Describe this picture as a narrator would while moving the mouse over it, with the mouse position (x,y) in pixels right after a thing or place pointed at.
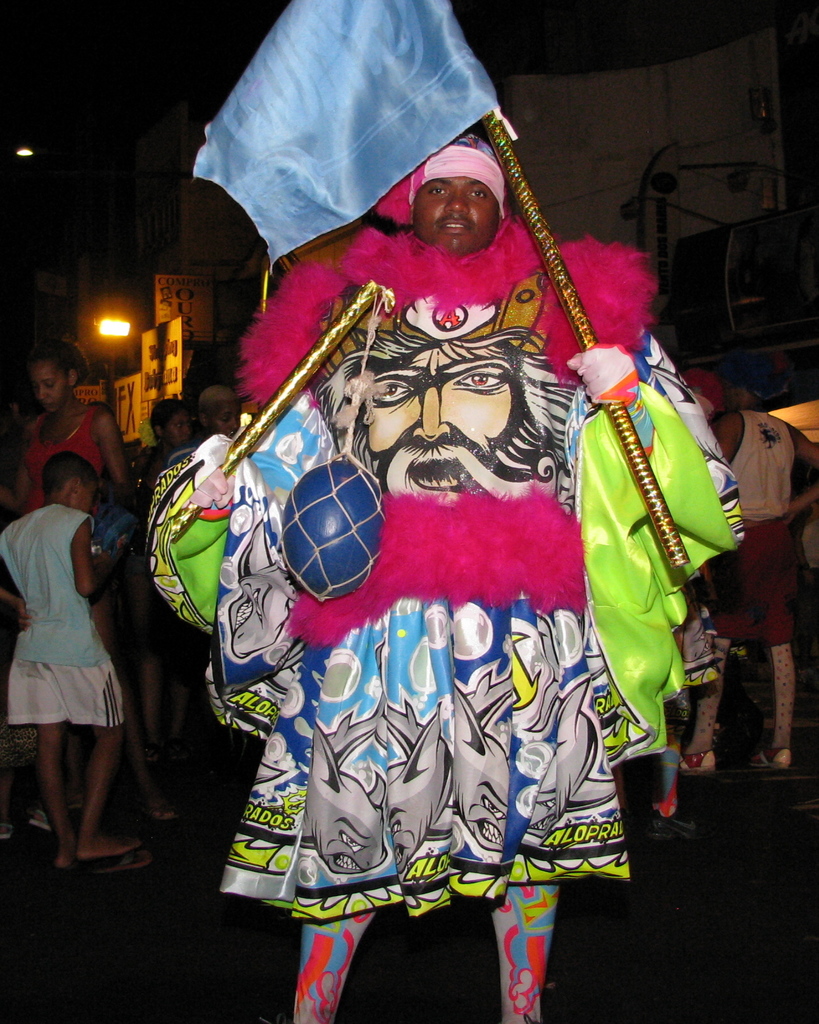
In this image, we can see a person (452,810) is wearing colorful costumes (443,560) and holding sticks (565,277). Here we can see balloon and flag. Background (771,622) we can see a group of people (50,757), houses (813,386), hoardings (176,348), lights (116,326), banners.
